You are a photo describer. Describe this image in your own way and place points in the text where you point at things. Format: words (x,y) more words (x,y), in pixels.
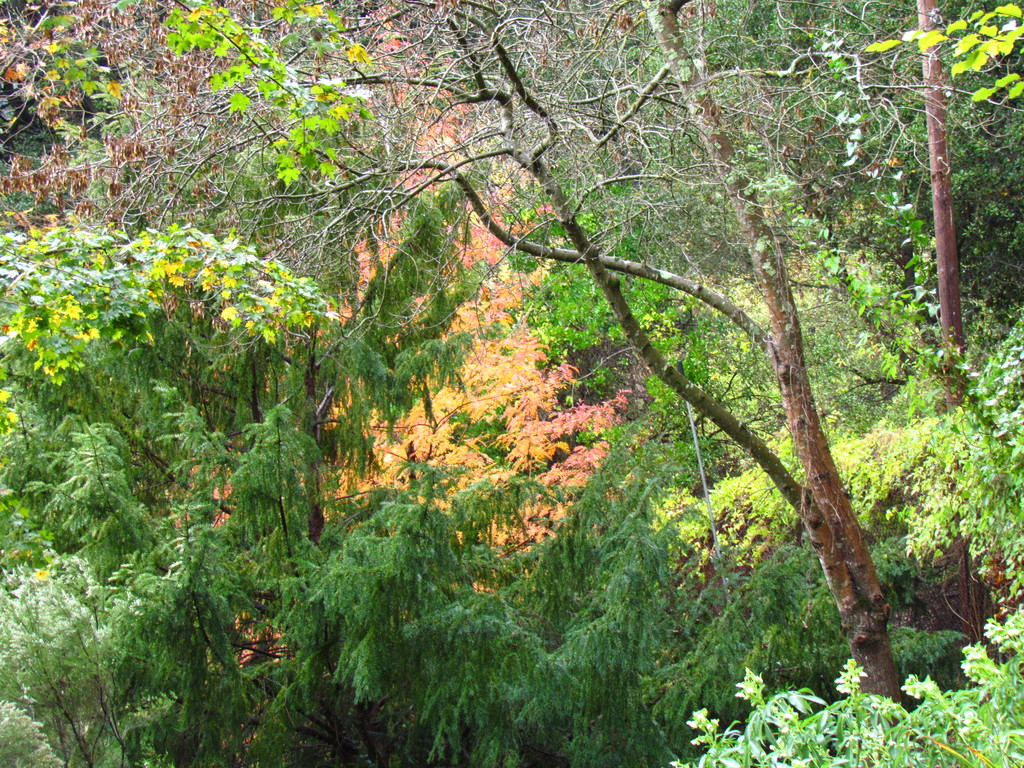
This image is taken outdoors. In this image there are many trees (501,276).
